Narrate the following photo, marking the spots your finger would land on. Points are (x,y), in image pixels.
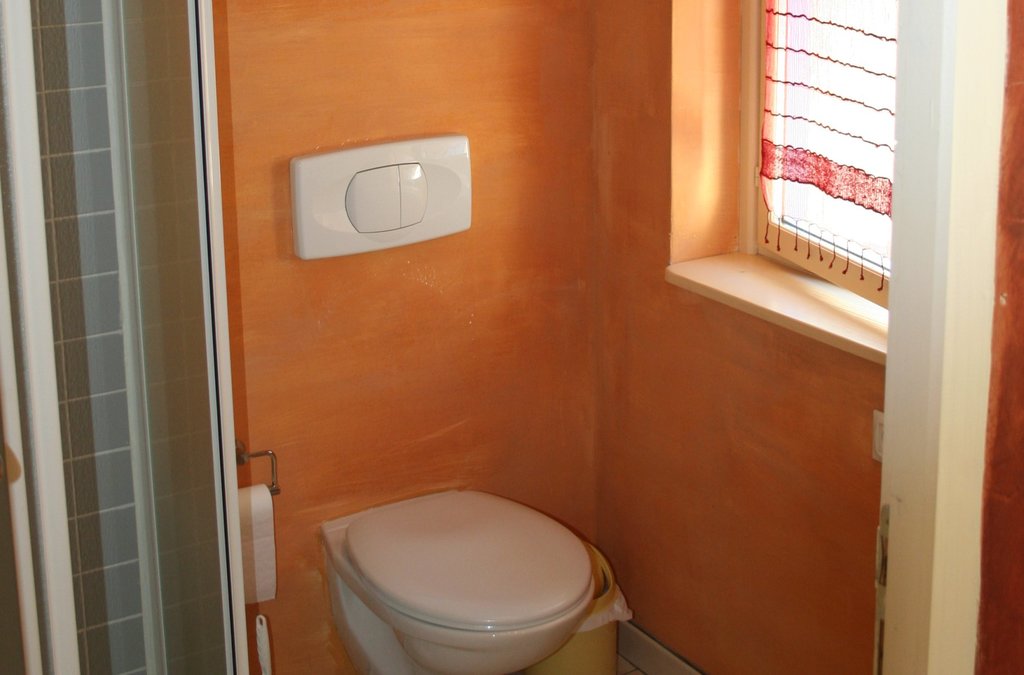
This picture was taken inside the washroom (349,360). Here is the toilet seat (535,612). I think this is the dustbin (611,621), which is at the corner (585,519). This looks like a tissue paper roll (247,513), which is hanging to the hanger (271,454). I can see the flush button (394,182), which is attached to the wall (305,141). This is the window (842,151). I think this is the door (160,463).
